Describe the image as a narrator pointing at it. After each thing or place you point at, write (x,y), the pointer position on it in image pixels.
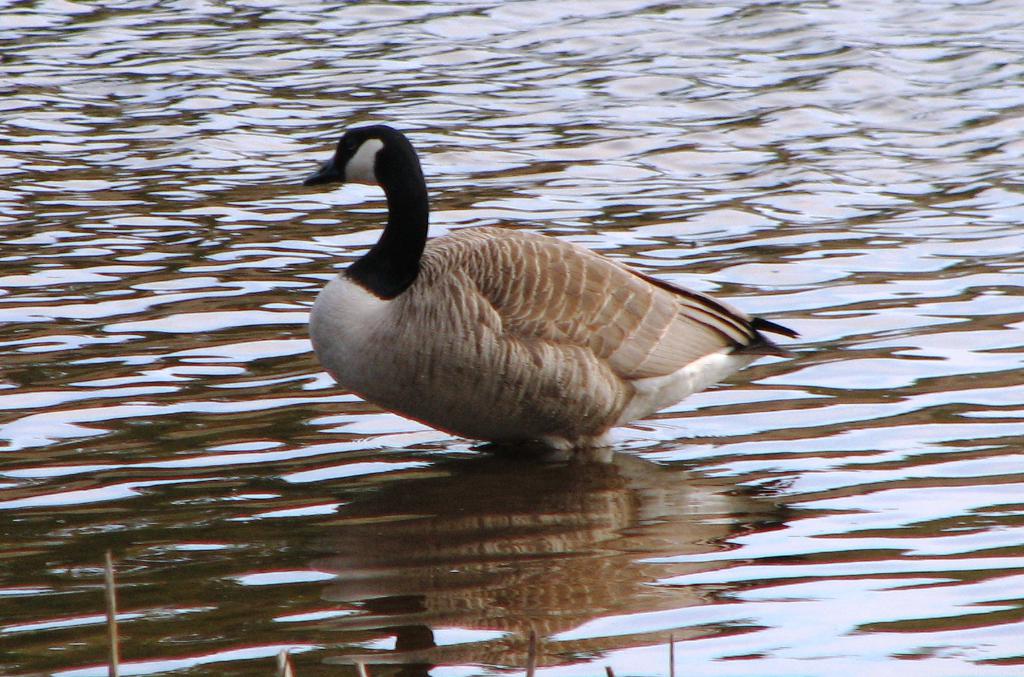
In this image, we can see a brown and black goose (551,356) in the water (614,654). At the bottom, we can see few sticks (286,676).
